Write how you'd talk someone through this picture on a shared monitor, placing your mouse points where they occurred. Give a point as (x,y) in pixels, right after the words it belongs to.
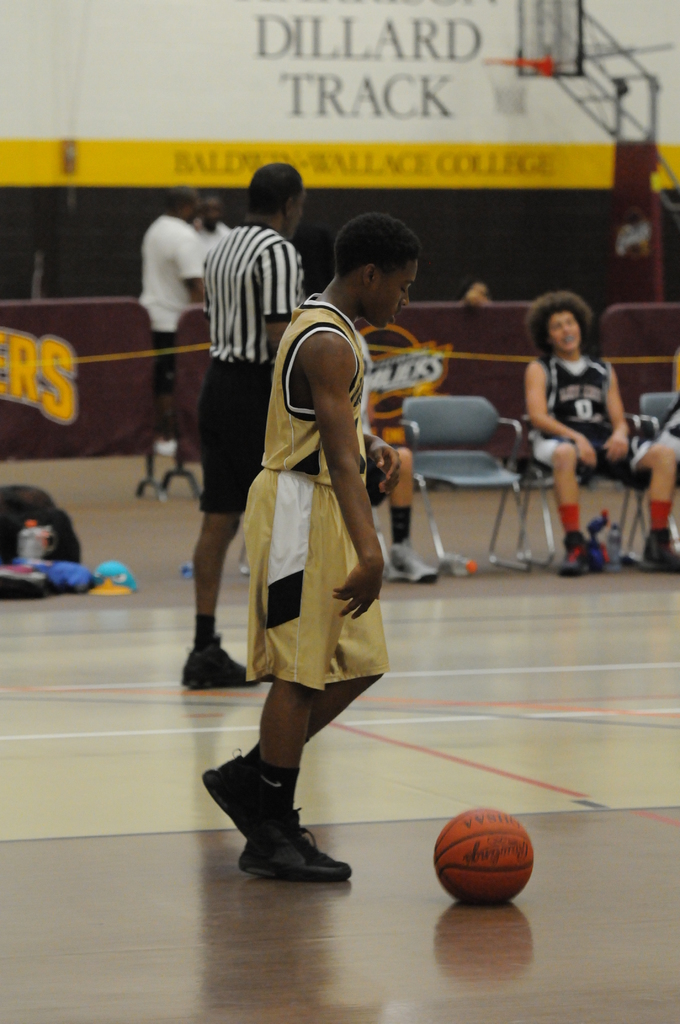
This image is taken indoors. At the bottom of the image (204,728) there is a floor (527,718). In the background (47,111) there is a wall (280,129) with a text (398,114) on it. On the right side of the image (575,313) there is a basketball court (531,42) and a boy (568,381) is sitting on the chair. In the middle of the image (339,534) a boy (329,375) is playing with a ball (520,853) and a few boys (215,395) are standing on the floor (97,552).
